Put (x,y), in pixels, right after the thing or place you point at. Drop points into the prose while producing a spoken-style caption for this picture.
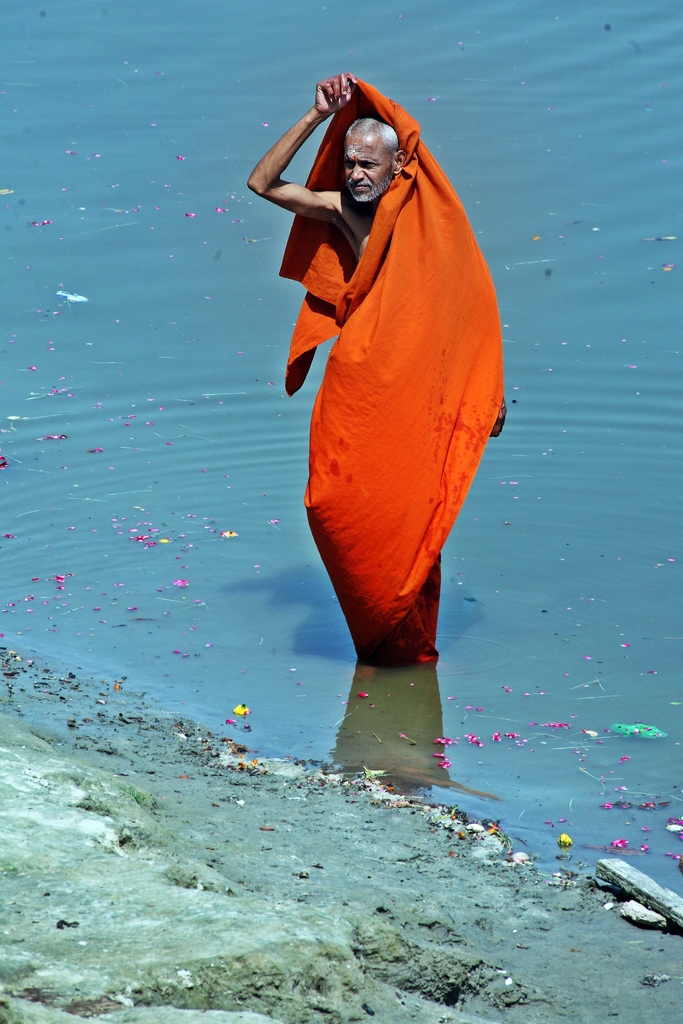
In this image I can see the person (346,332) with an orange color cloth (358,470). I can see the person (375,635) standing in the water (294,653). In-front of the person (375,635) I can see the rock (198,935).
